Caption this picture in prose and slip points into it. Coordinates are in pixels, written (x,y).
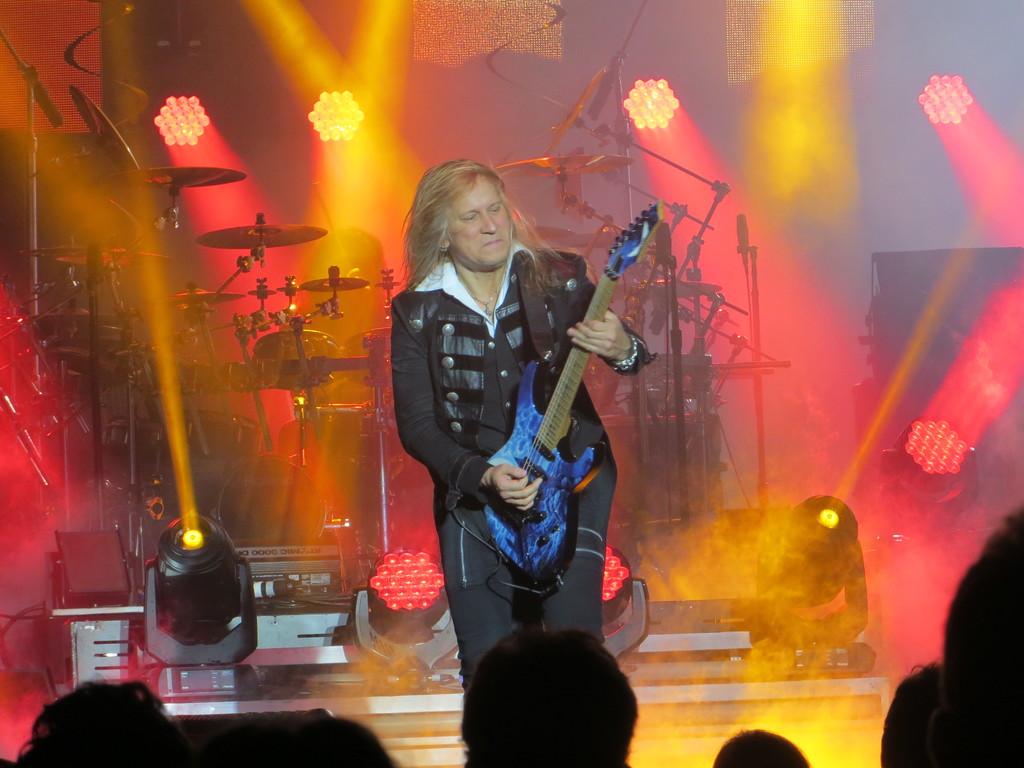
This pictures seems to be clicked inside. In the foreground (1011,672) we can see the group of people (214,749). In the center (440,324) there is a person (458,371) wearing black color jacket (481,348), standing on the ground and playing guitar (518,527). In the background (483,59) we can see the curtain (483,59), focusing lights (790,120) and musical instruments (676,232).
